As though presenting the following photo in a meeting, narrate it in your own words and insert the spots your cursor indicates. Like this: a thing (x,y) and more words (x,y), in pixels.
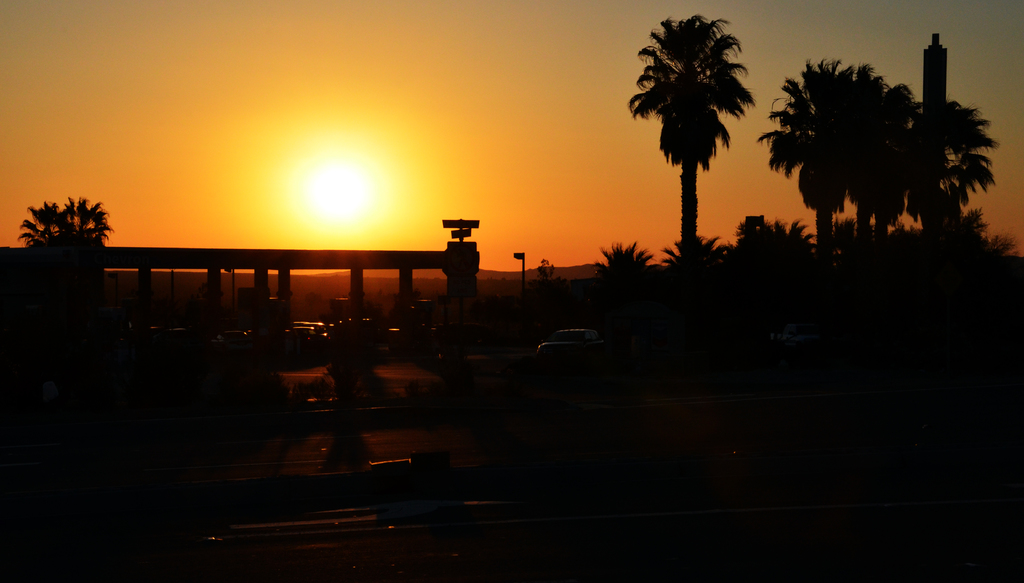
In this image I can see the dark picture in which I can see the road (488,488), few vehicles (480,338), few trees (869,247) and in the background (666,216) I can see the sky (608,154) and the sun (340,218).
